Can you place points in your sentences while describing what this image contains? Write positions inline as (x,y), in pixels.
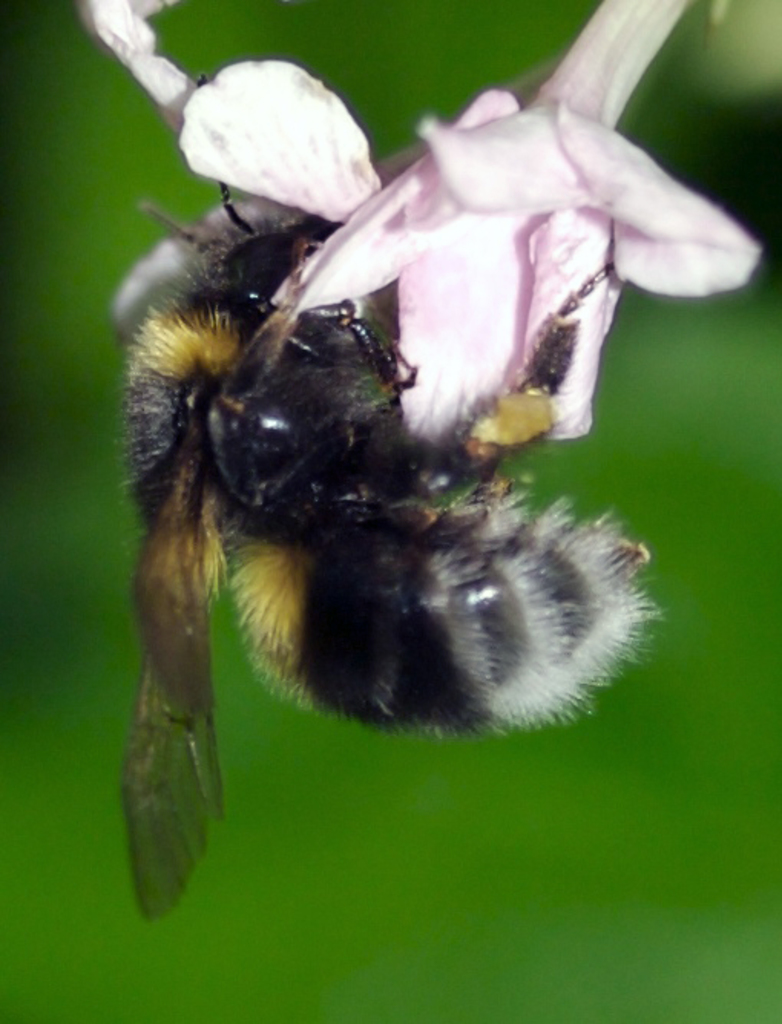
In this image I can see an insect (410,649) on a flower (468,320) and the background (693,833) is blurred.
